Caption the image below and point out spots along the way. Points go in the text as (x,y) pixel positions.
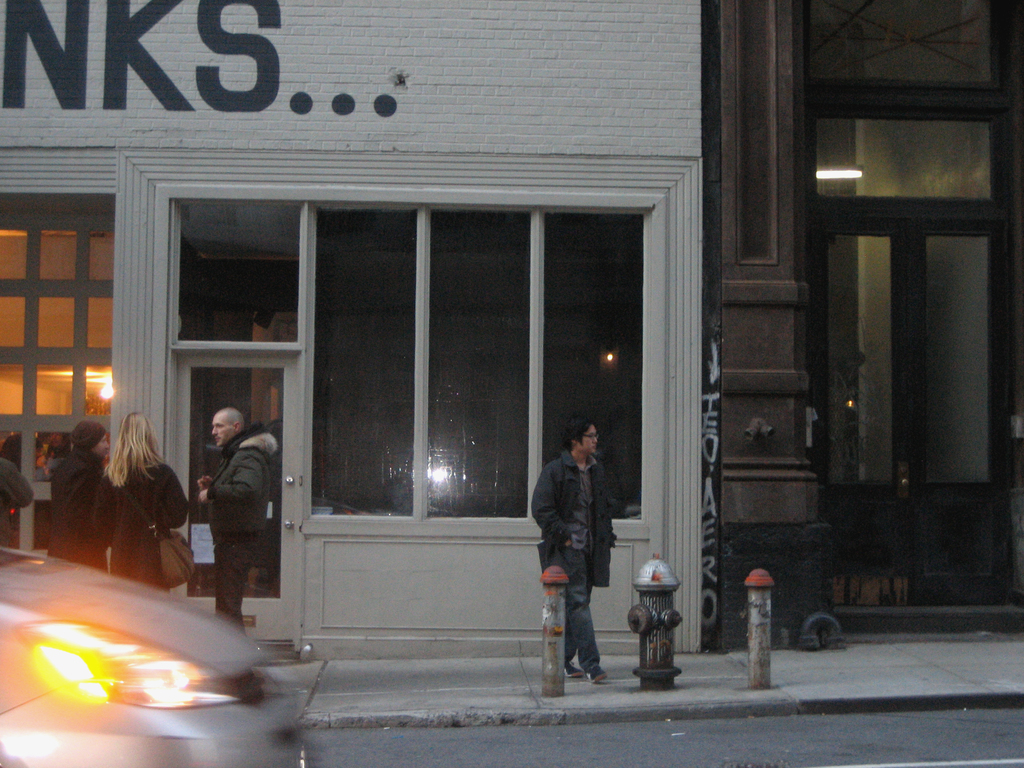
In this image in the foreground (215,711) a car (242,716) is moving on the road (658,723). These are poles (753,626). Few people (552,544) are over here. In the background (274,246) there are buildings (510,283).
